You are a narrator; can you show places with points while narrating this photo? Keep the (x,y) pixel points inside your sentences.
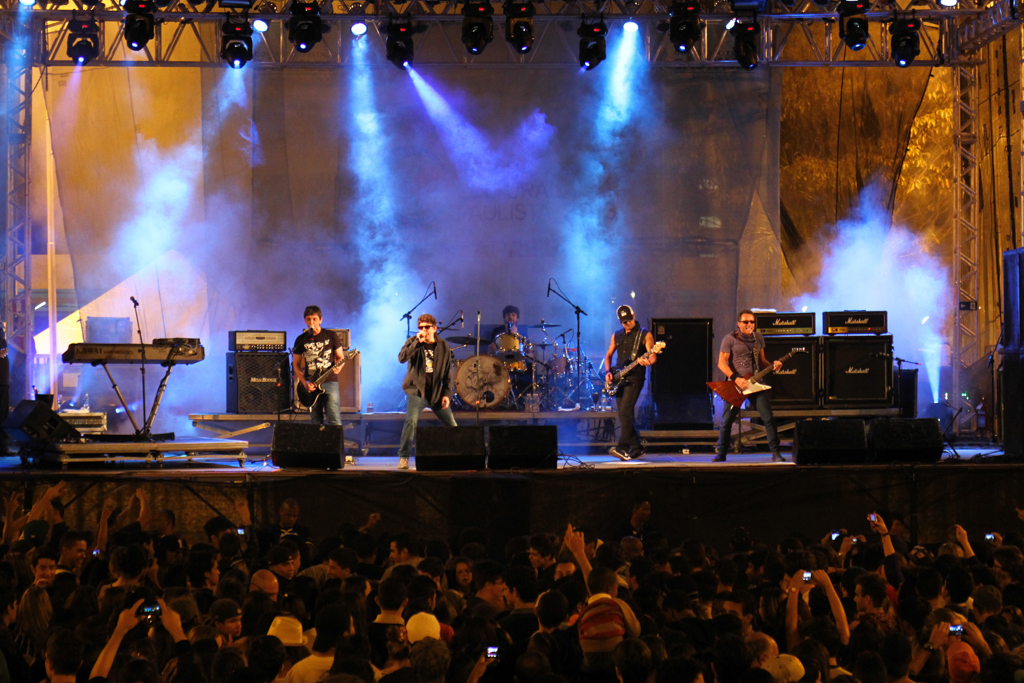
There are four people (445,382) standing and singing a song. they are playing guitars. These are group of people (364,601) standing and watching their performance. These are the speakers (844,382) which are black in color. I can see a person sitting and playing drums (486,365). I think this is a piano (163,352). These are the show lights (238,52) at the top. This is the stage (427,485). I can see a cloth (223,147) hanging at the background (804,181).
